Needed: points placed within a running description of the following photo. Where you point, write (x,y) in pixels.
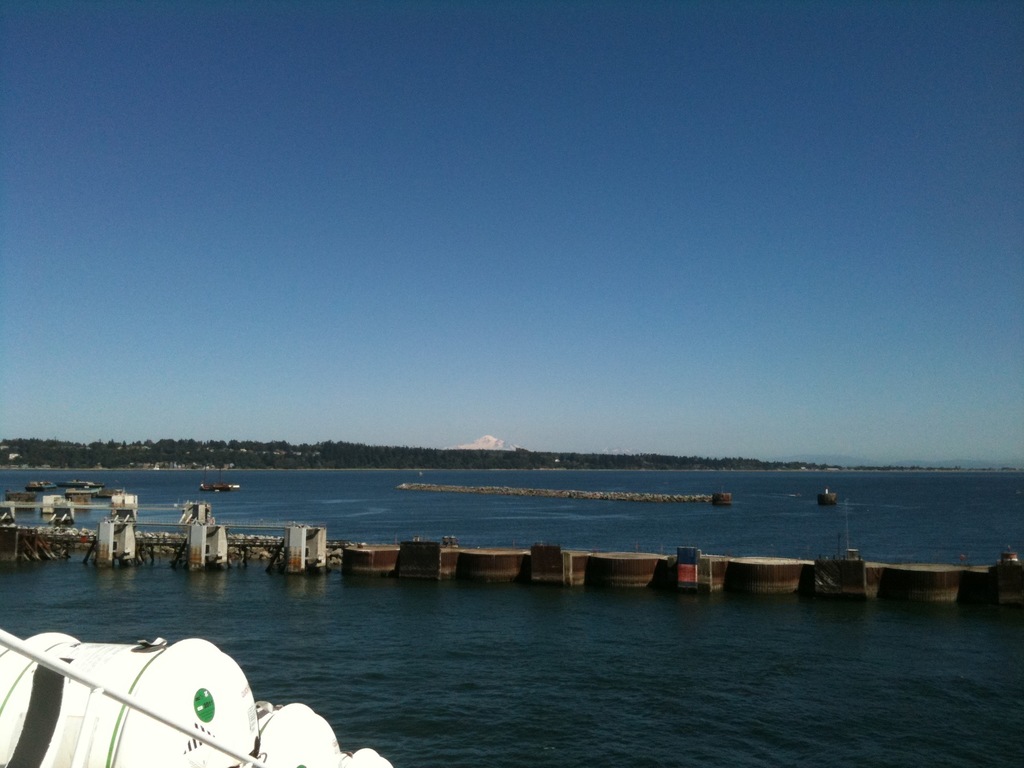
At the bottom left side of the image (114,716), we can see some objects (138,729). In the center of the image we can see one bridge (482,576), pillars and a few other objects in the water (537,643). In the background (275,401), we can see the sky (526,245), water (799,477), trees (74,445) and boats (218,490).
